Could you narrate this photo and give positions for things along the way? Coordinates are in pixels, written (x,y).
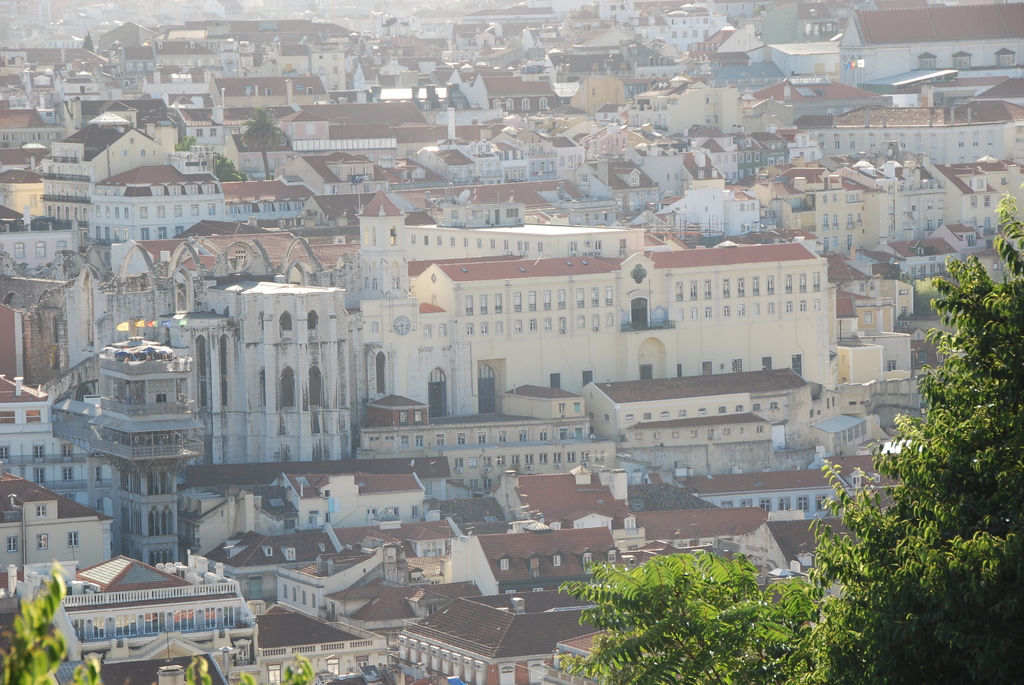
In this image I can see houses (343,150) and building (504,330) and trees (738,636) visible at the bottom (471,642).
